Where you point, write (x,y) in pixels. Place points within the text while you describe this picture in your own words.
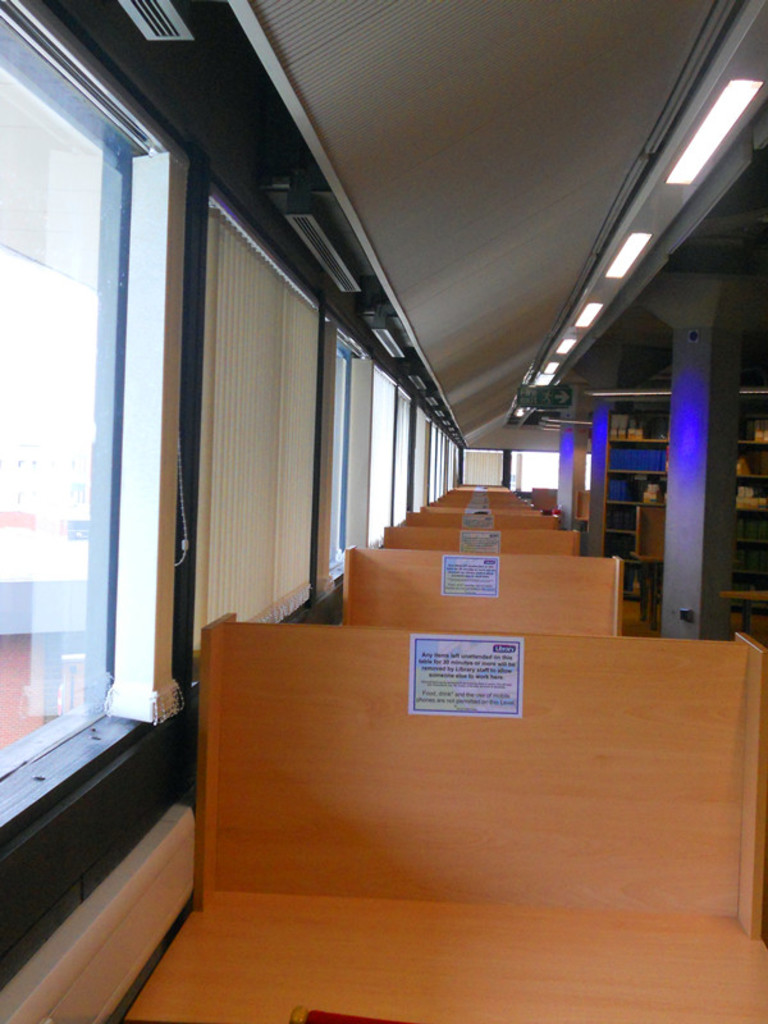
In this image there are benches (541,811), on the left side (61,761) there are windows (58,776), on the right side (653,451) there are racks (667,451) in that racks (747,429) there are books (759,430), at the top (394,84) there is ceiling (394,81) and lights (676,169).
